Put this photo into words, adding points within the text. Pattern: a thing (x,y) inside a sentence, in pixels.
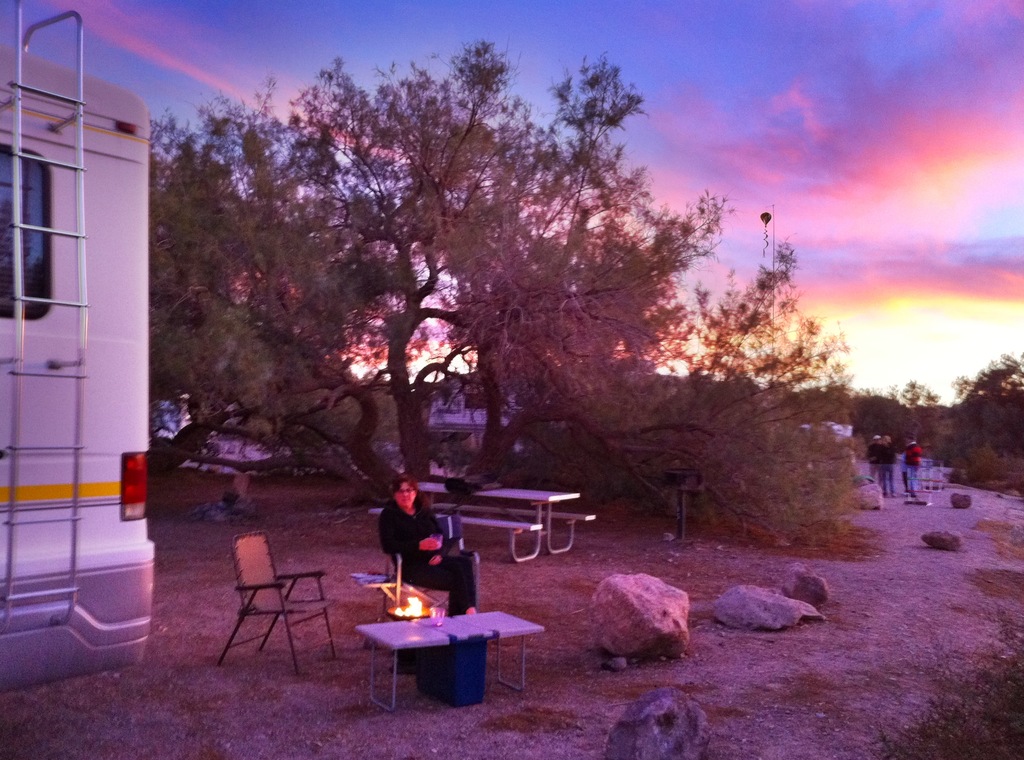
In the picture we can see a path (969,623) with some grass particles (553,721) and some plants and we can also see some rocks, benches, and table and near it we can see a woman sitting on the chair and we can see another chair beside her and a vehicle (22,573) near it and in the background (1001,408) we can see some tree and some people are standing on the path (844,623) and behind them also we can see full of trees (977,437) and sky (876,215) with sunshine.
